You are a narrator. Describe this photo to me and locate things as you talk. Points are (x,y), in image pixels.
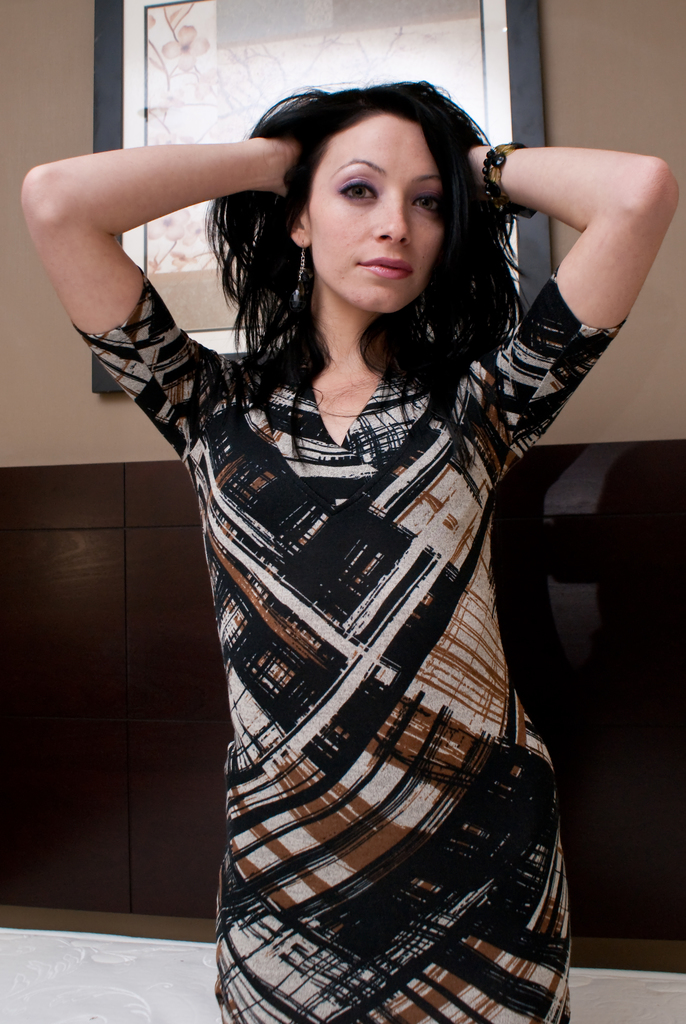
In this image there is a woman (363,822) standing, and in the background (432,11) there is a frame (205,291) attached to the wall (567,66).
